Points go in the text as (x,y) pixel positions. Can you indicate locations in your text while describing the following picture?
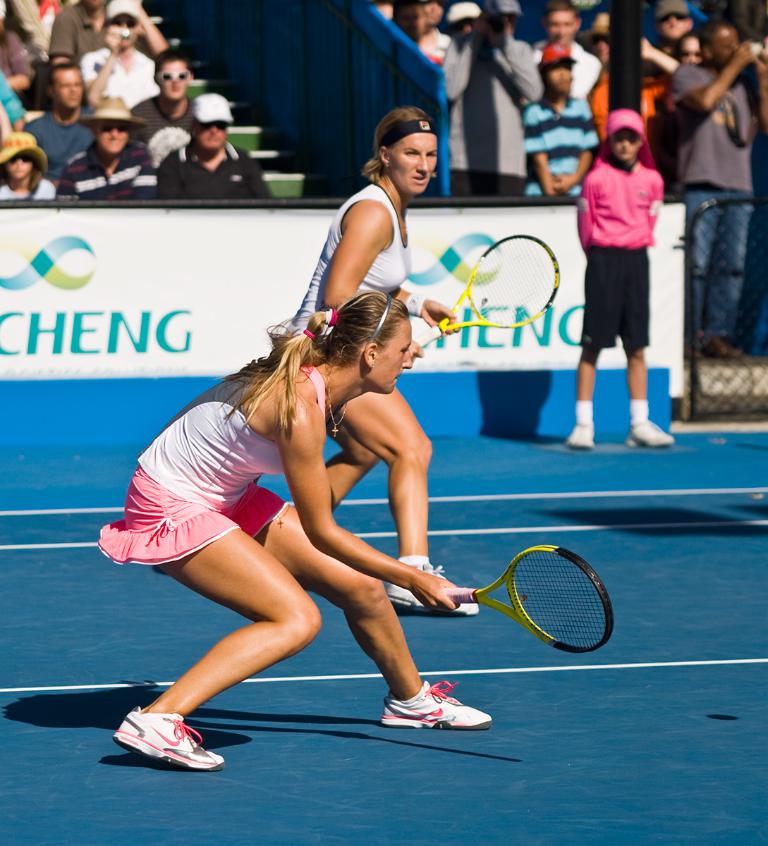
In this image we can see a woman (419,174) is standing and playing, and holding the racket (532,574) in the hands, and at back (136,65) here a group of persons (167,88) are sitting, and some are standing.
